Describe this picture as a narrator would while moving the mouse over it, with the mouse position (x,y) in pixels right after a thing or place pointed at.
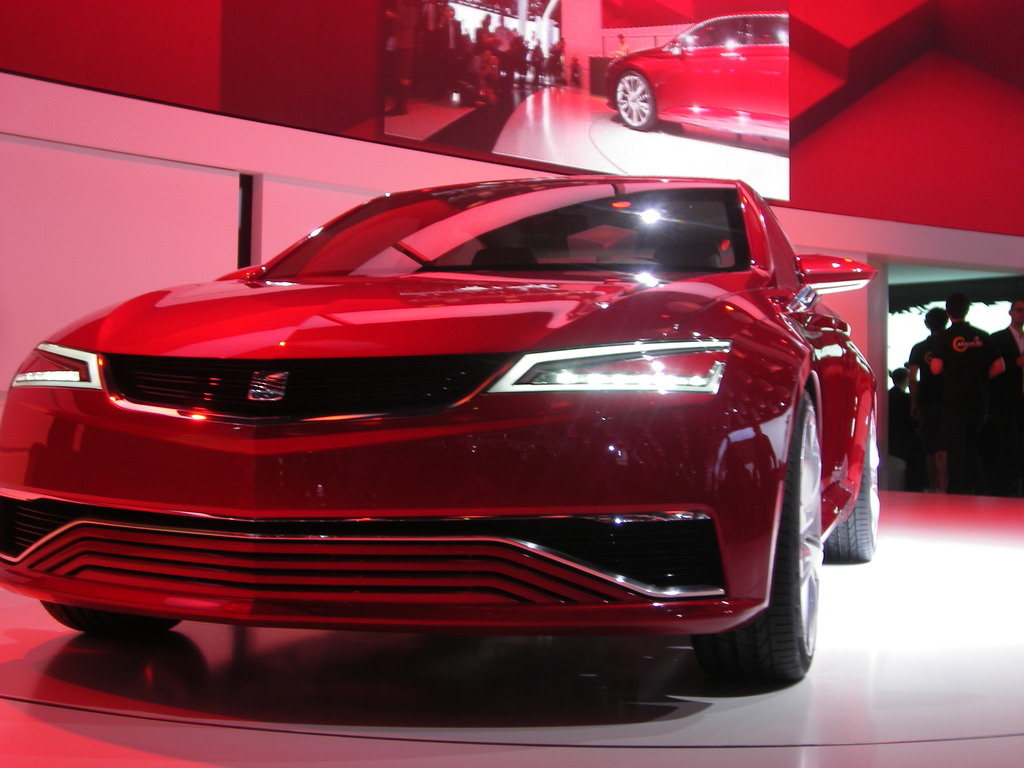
In this image there is a red color car (672,391). There are people (912,374) standing on the back side (915,391).
